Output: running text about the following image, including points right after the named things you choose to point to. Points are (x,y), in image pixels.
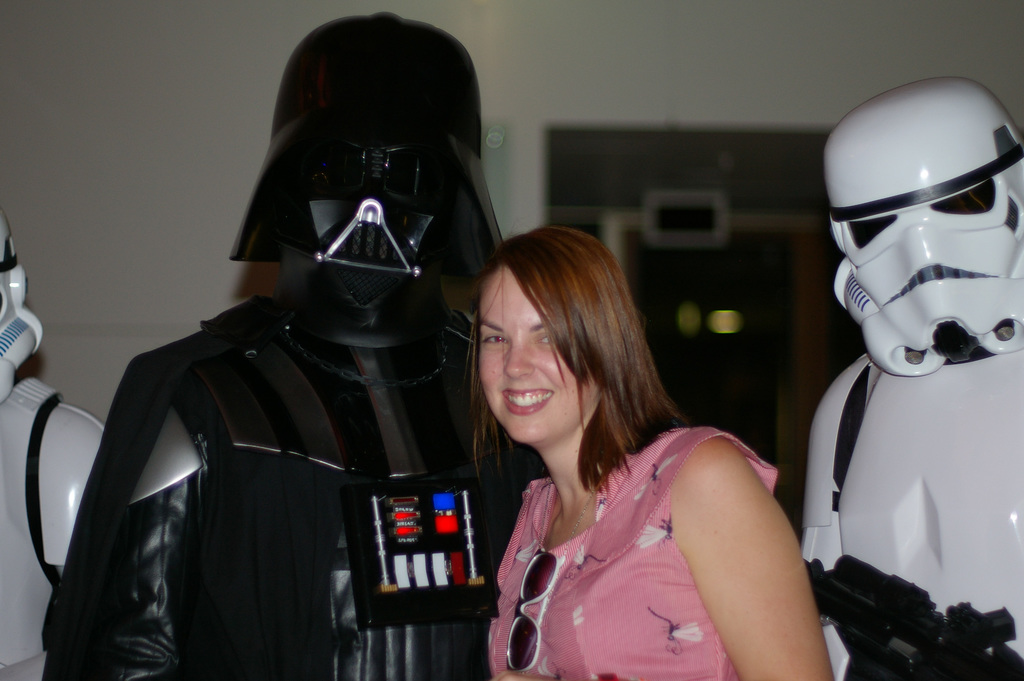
In this picture there is a woman (576,558) wearing a pink color dress (628,639) standing with a black color robot (397,530), smiling and giving a pose. On the right side (925,473) there is another robot (945,414). Behind there is a white color wall (143,191).
